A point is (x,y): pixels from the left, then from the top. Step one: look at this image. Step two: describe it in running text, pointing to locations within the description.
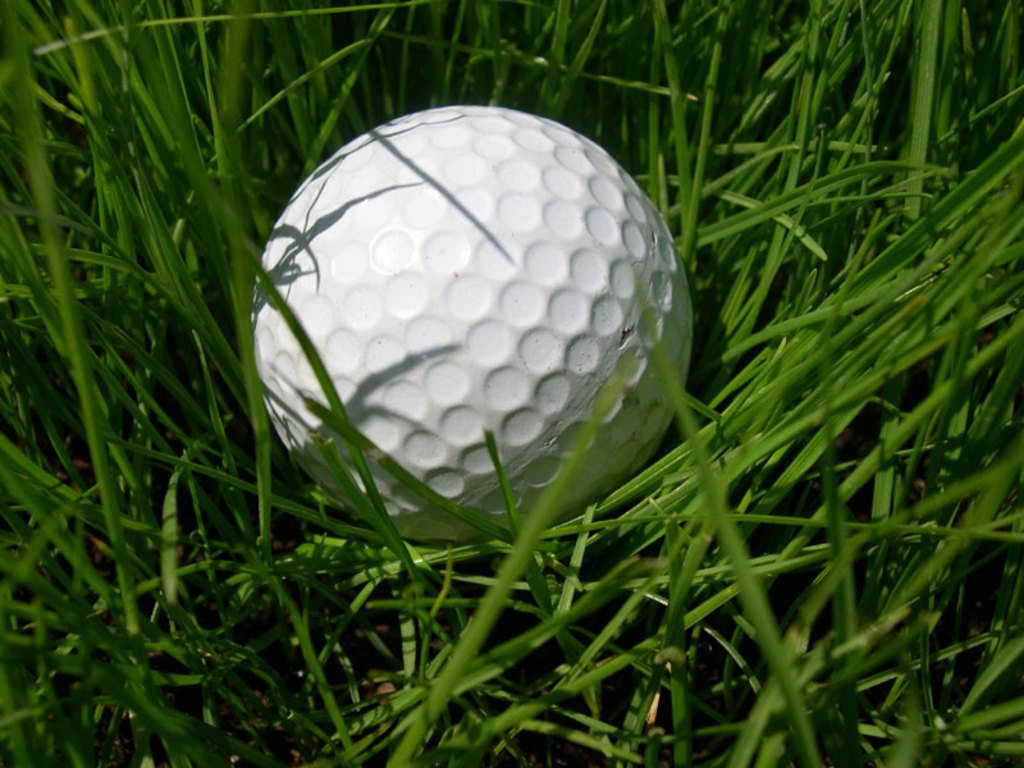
In this image I can see a white colour ball (572,317) and green grass (658,58).
